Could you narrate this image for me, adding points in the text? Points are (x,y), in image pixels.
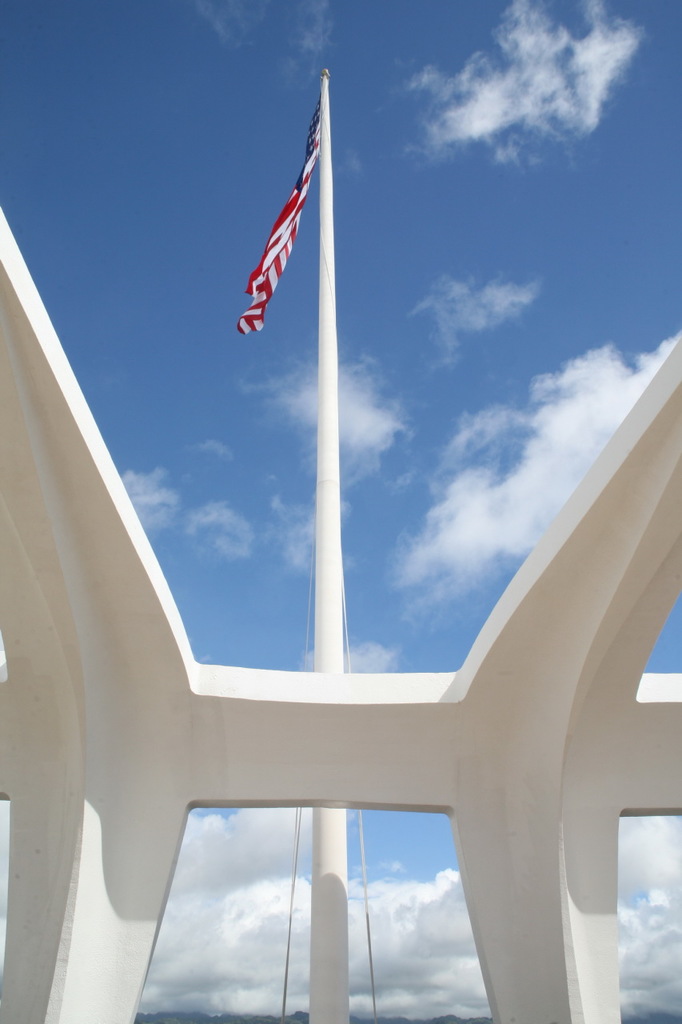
In this picture there is a flag (279,256) and there are ropes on the pole (323,981). At the top (194,44) there is sky (246,53) and there are clouds (472,529).
